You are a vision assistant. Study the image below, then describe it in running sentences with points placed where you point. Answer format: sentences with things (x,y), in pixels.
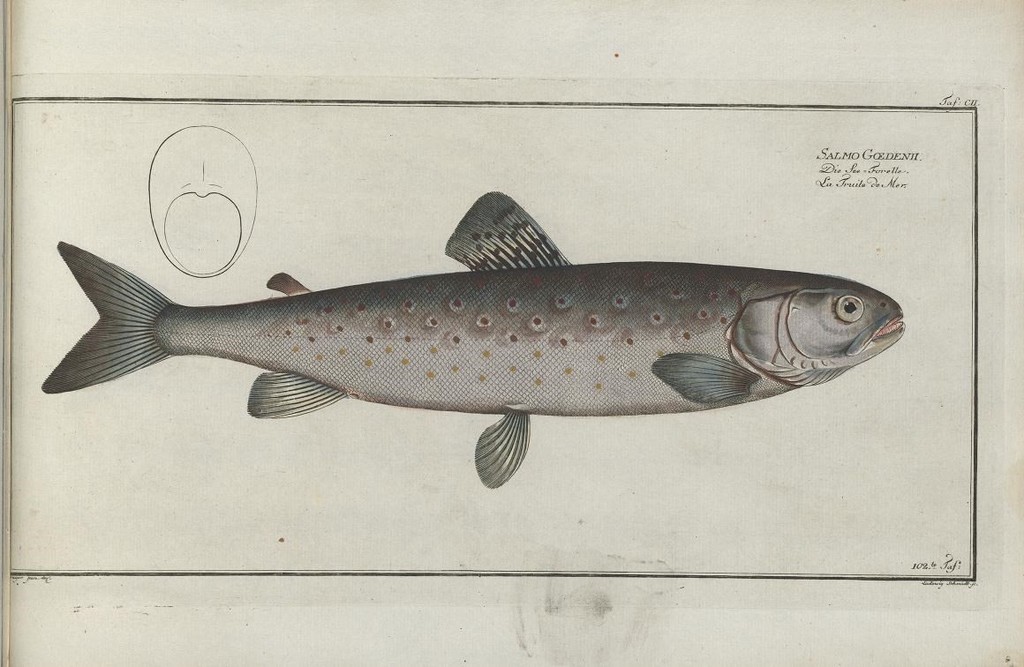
In this image there is a drawing (728,349) of a fish (627,368), and there is a text (853,173).
